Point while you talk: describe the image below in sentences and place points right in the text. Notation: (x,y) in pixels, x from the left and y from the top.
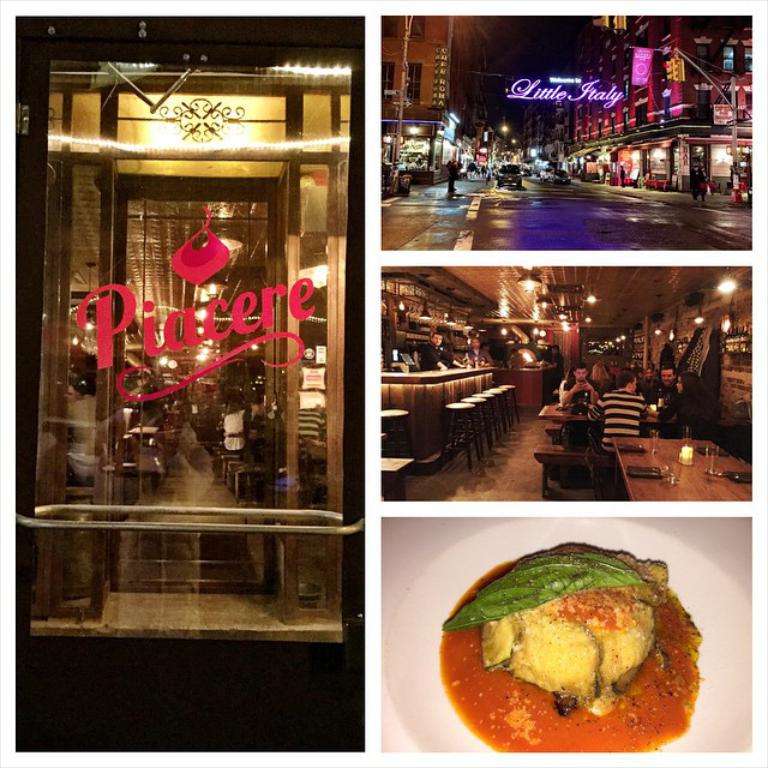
It is a photo collage, on the left side (136,340) it is a glass door (167,337), this is the food item (576,648) in a white color plate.
